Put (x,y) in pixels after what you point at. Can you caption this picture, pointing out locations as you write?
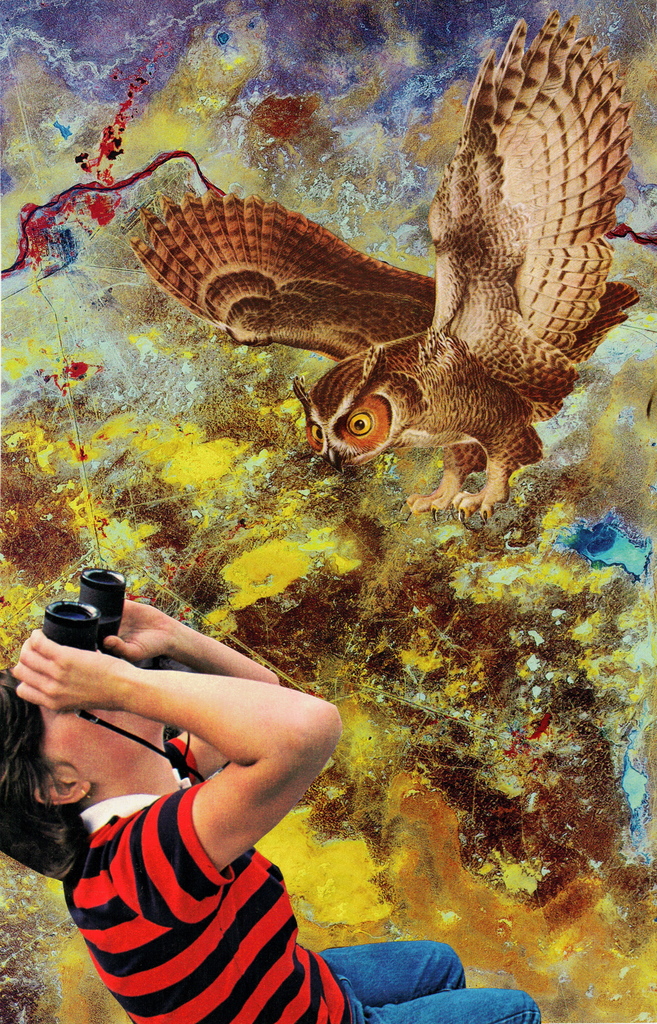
In the image we can see there is a person (152,870) holding binoculars (103,607) in his hands (94,655). There is a picture (374,347) of an owl (566,307).
